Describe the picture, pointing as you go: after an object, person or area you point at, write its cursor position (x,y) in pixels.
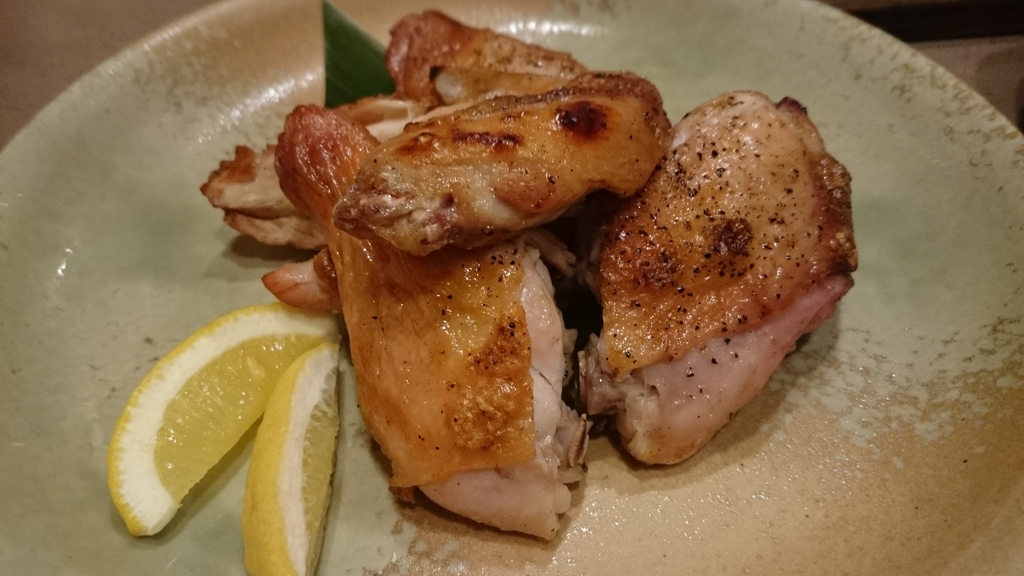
In this image I can see a plate (844,426) which consists of lemon (312,413) and meat slices (550,254).
